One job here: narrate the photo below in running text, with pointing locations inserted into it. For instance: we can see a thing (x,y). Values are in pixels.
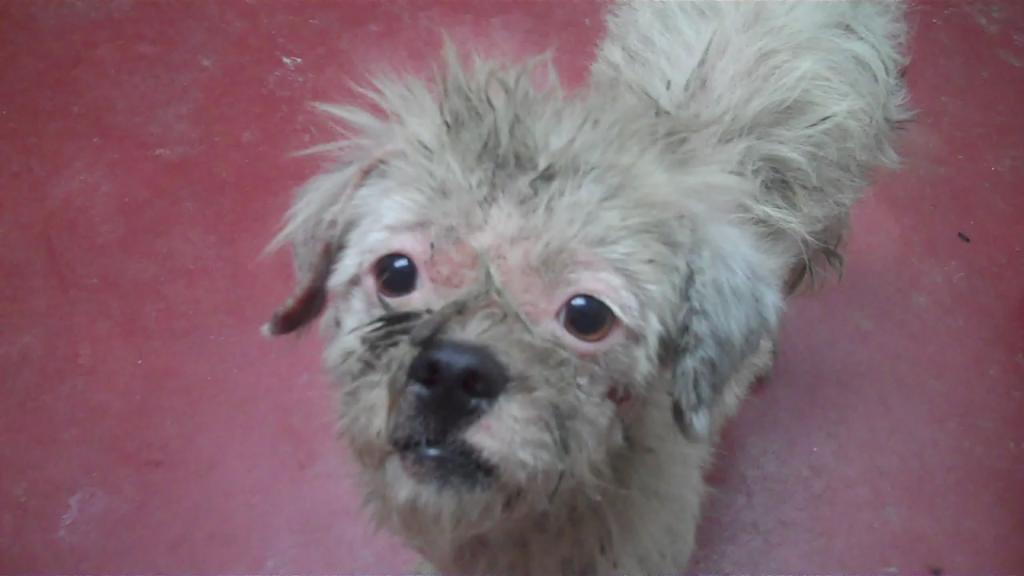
In the center of the image (366,286) there is a dog (702,489).
